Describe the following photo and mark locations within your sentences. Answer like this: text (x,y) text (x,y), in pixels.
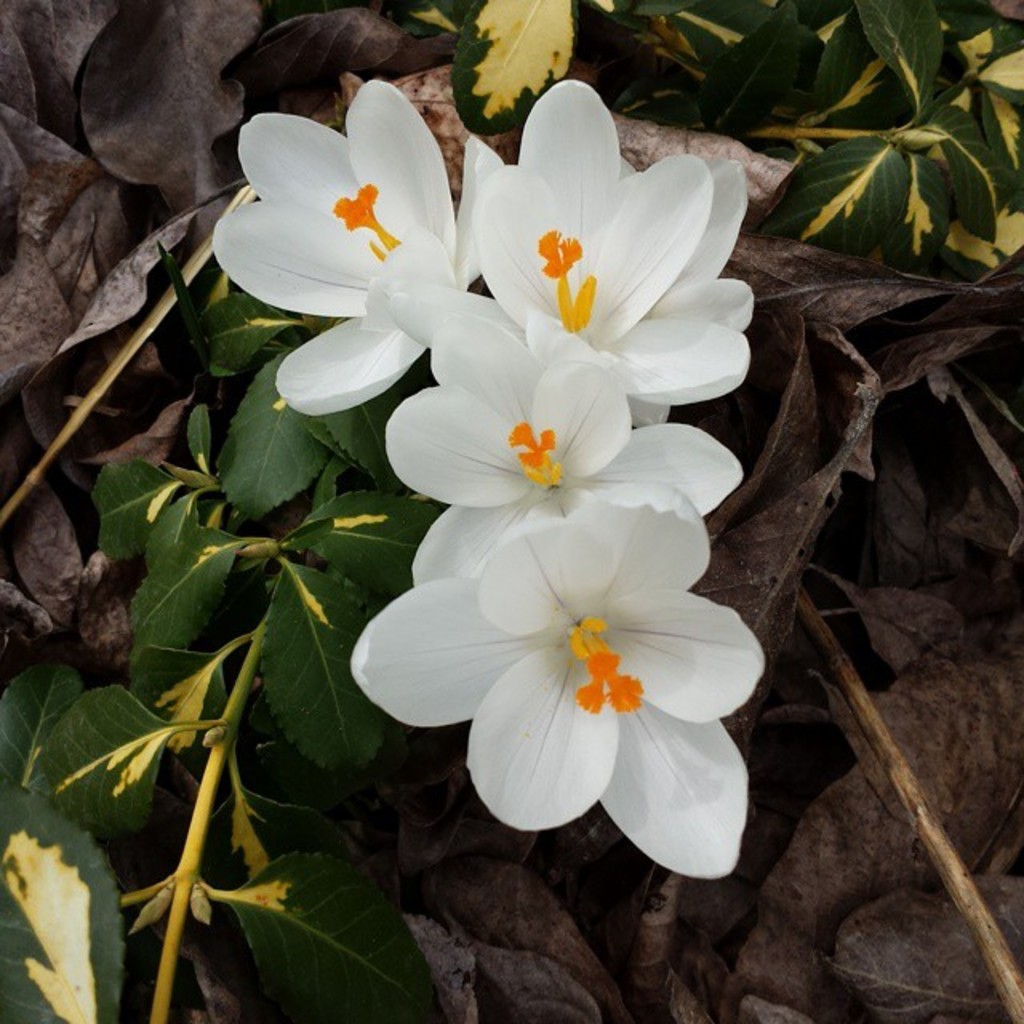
In this image we can see group of white flowers (495,455) on a stem (185,857) of a plant (252,857). In the background (168,827) we can see dried leaves (907,702).
